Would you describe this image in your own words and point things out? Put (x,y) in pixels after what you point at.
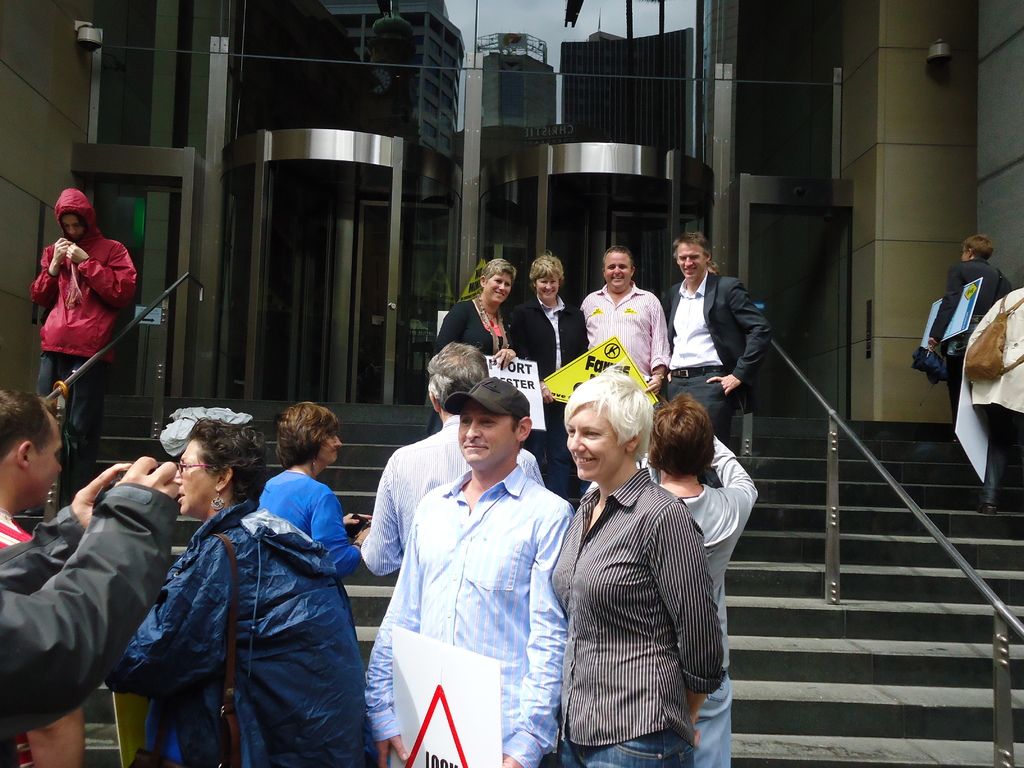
In the image there are many people (470,576) standing on the steps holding poster (524,378) taking picture, In the back (437,139) there is a building (824,269).
